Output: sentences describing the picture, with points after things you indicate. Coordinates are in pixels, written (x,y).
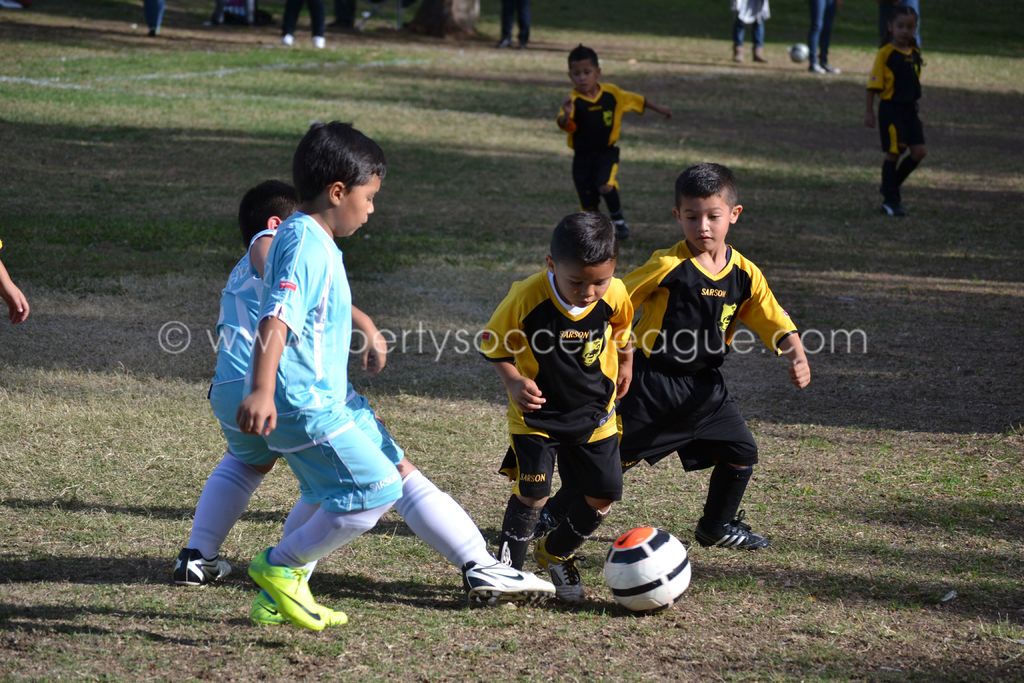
This image consists of few people (522,353) playing football. On the left (340,406), two boys (307,430) are wearing blue dress (293,431). At the bottom (377,622), there is green grass (457,596) on the ground (507,629). In the middle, we can see a ball (655,570).
